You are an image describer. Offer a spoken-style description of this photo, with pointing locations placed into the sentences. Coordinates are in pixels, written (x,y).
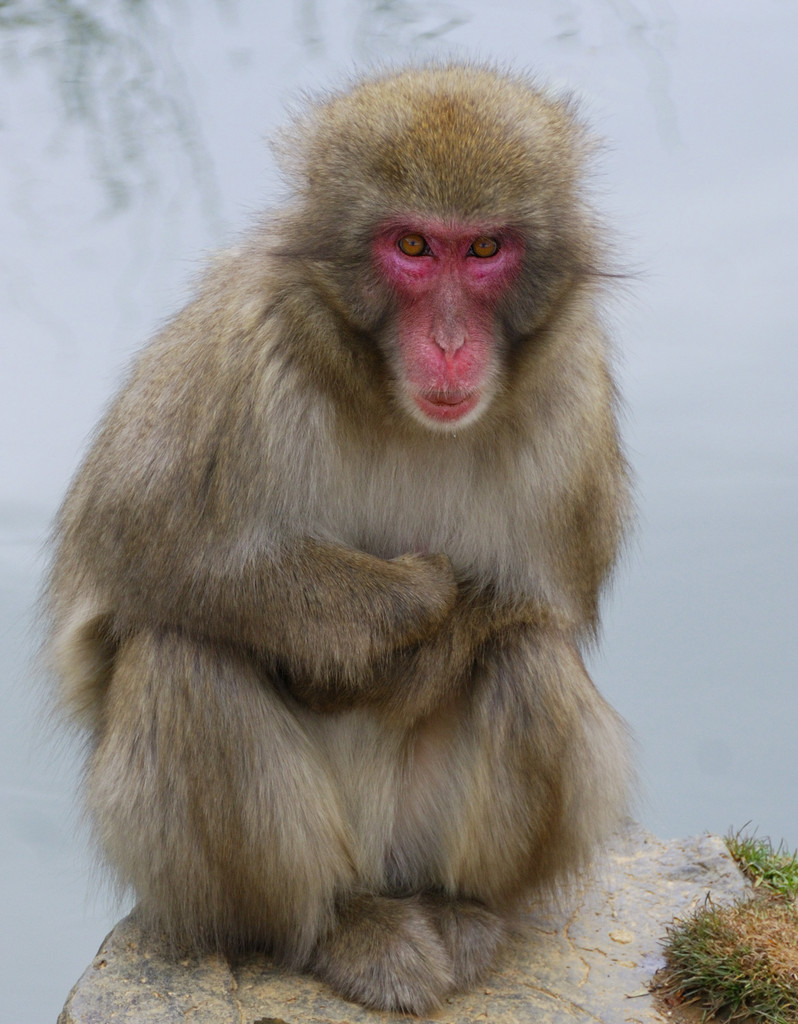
In this image I can see monkey (416,777) sitting on a rock (196,983) and the background (38,214) is blurry.
